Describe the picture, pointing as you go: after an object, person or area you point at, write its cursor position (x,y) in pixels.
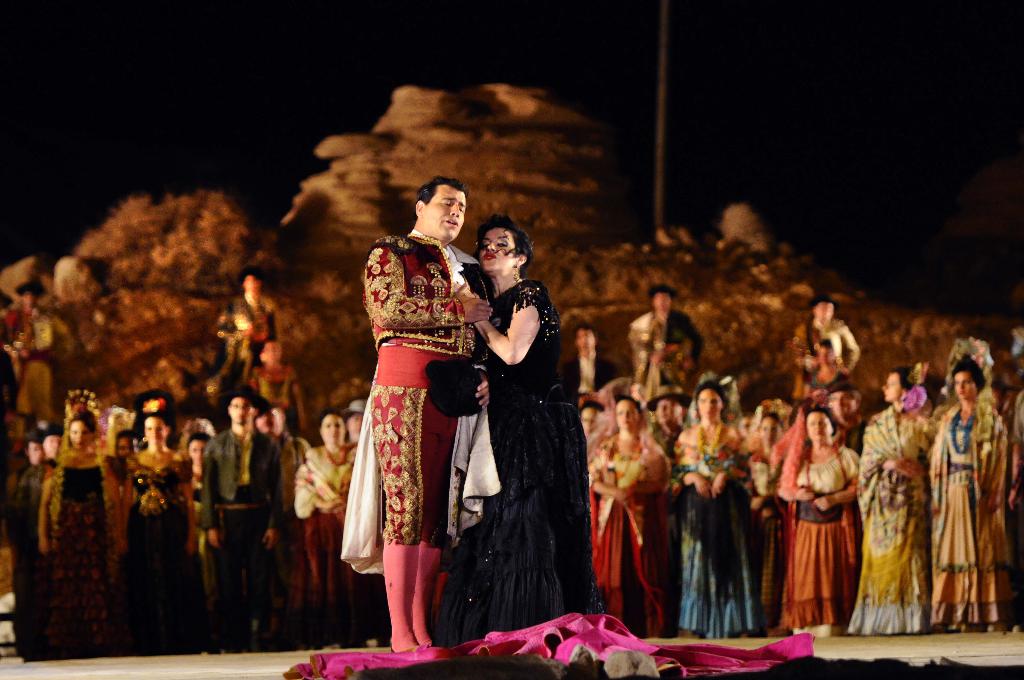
There is a man (409,308) and a woman (499,384) standing. On the ground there is a pink cloth (553,628). In the background (243,463) there is a crowd (720,464). Also it is dark in the background (297,155).
